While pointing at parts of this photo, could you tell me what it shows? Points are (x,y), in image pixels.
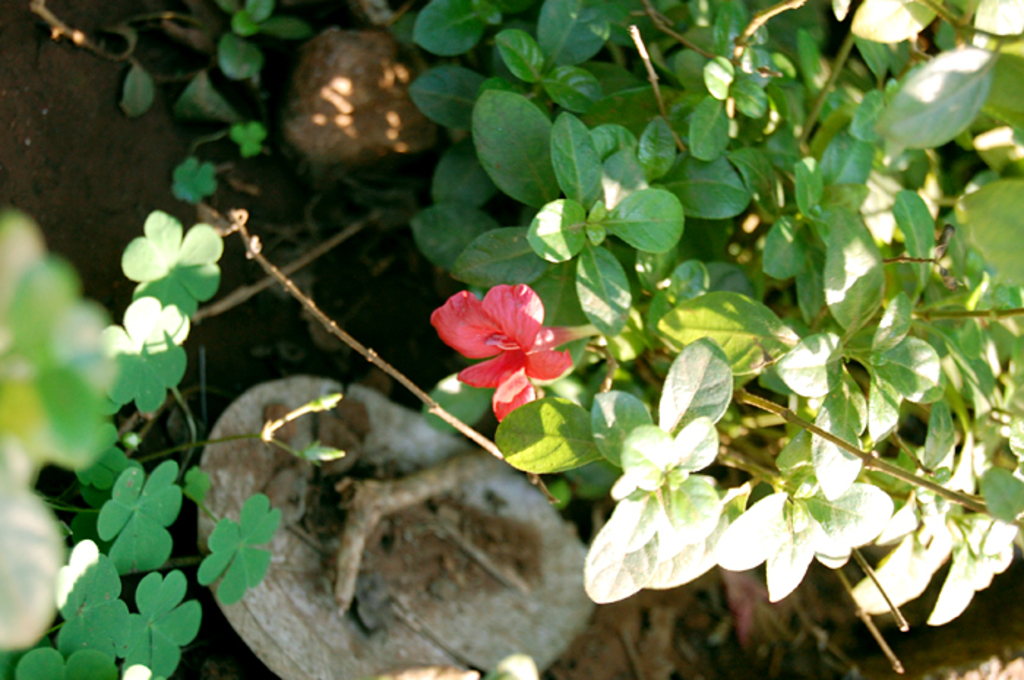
In this image we can see a tree (452,394) with a red flower (470,300) on it.
